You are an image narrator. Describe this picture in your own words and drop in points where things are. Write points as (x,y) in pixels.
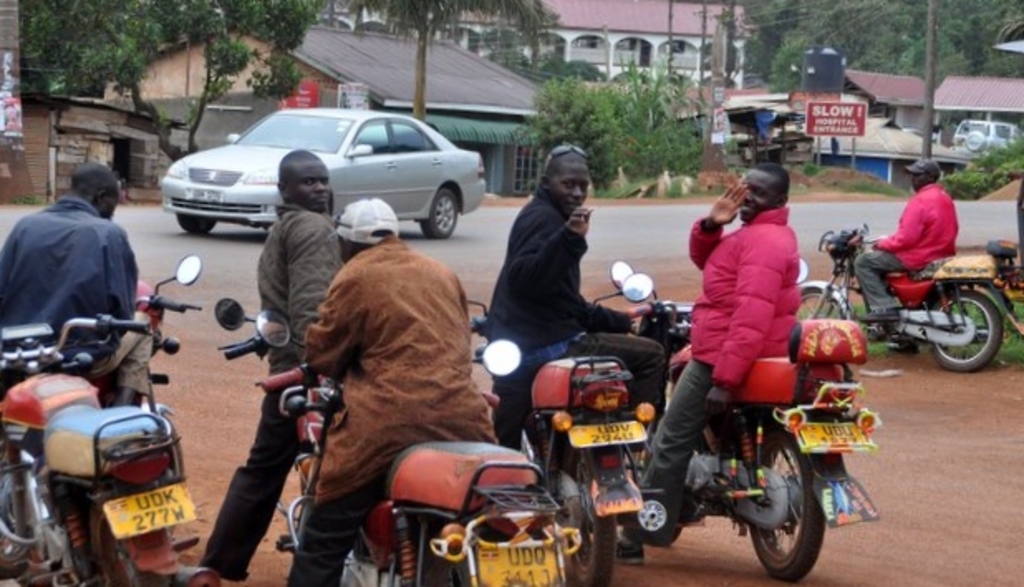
In this picture there are many people (332,312) sitting on a bikes (59,423). Some of them are wearing spectacles (566,154) on their heads (570,162). In the background (332,169), there is a car (359,153) on the road (667,241). We can observe some plants (573,95), trees (409,14) and some houses (350,73) here.
